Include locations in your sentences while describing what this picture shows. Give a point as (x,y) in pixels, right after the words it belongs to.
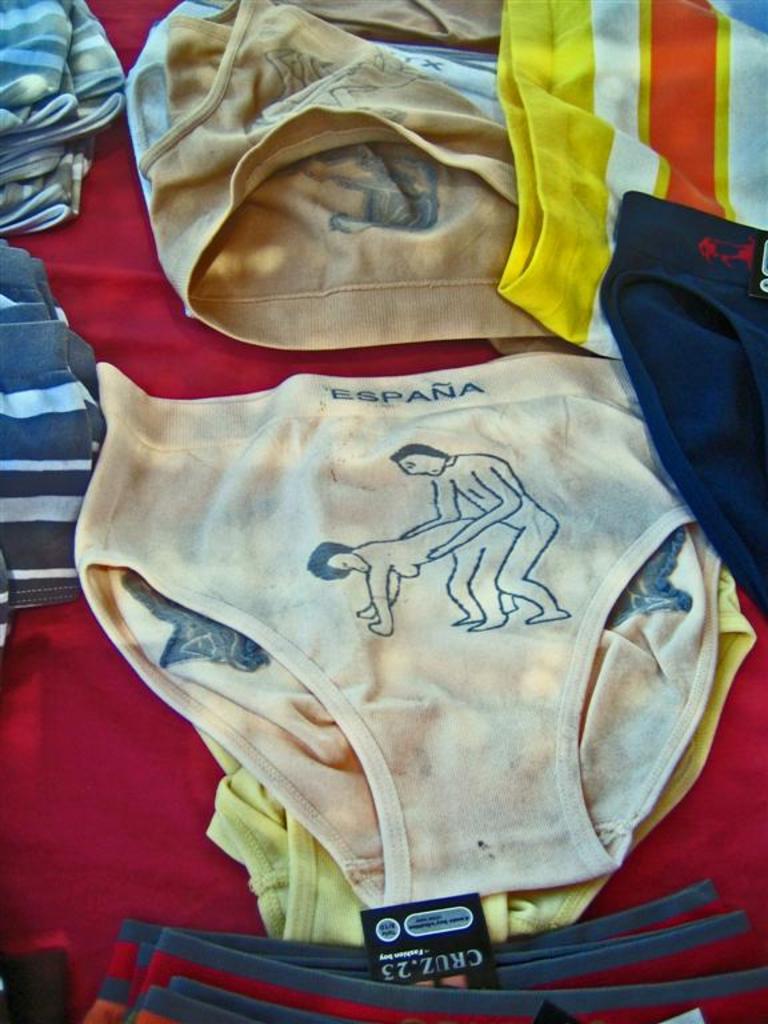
In this picture I can see some underwears (166,518) on the object (123,267).
